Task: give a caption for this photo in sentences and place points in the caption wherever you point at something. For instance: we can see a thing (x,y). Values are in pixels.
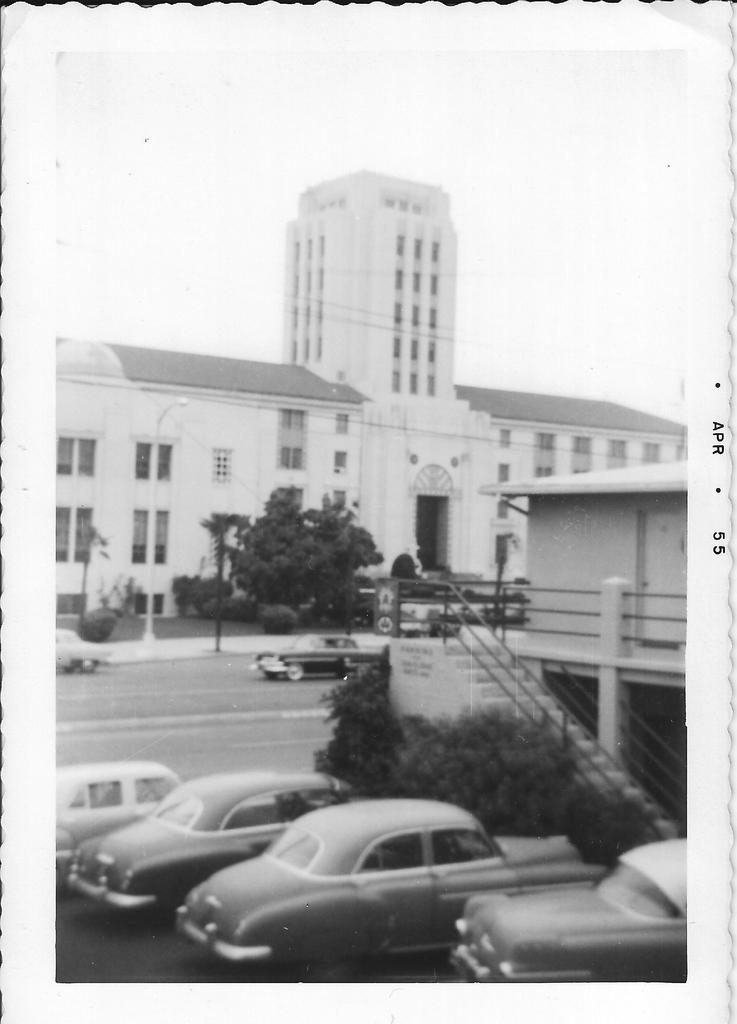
This picture is a black and white image. There is one big building (557,412), so many trees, bushes (495,750), one small house (645,575) with staircase (655,798), some cars (673,853) parked near the staircase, some cars (336,652) on the road (215,726), some street lights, some poles (387,579), some text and numbers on this picture. At the top (100,163) there is the sky (110,163).
